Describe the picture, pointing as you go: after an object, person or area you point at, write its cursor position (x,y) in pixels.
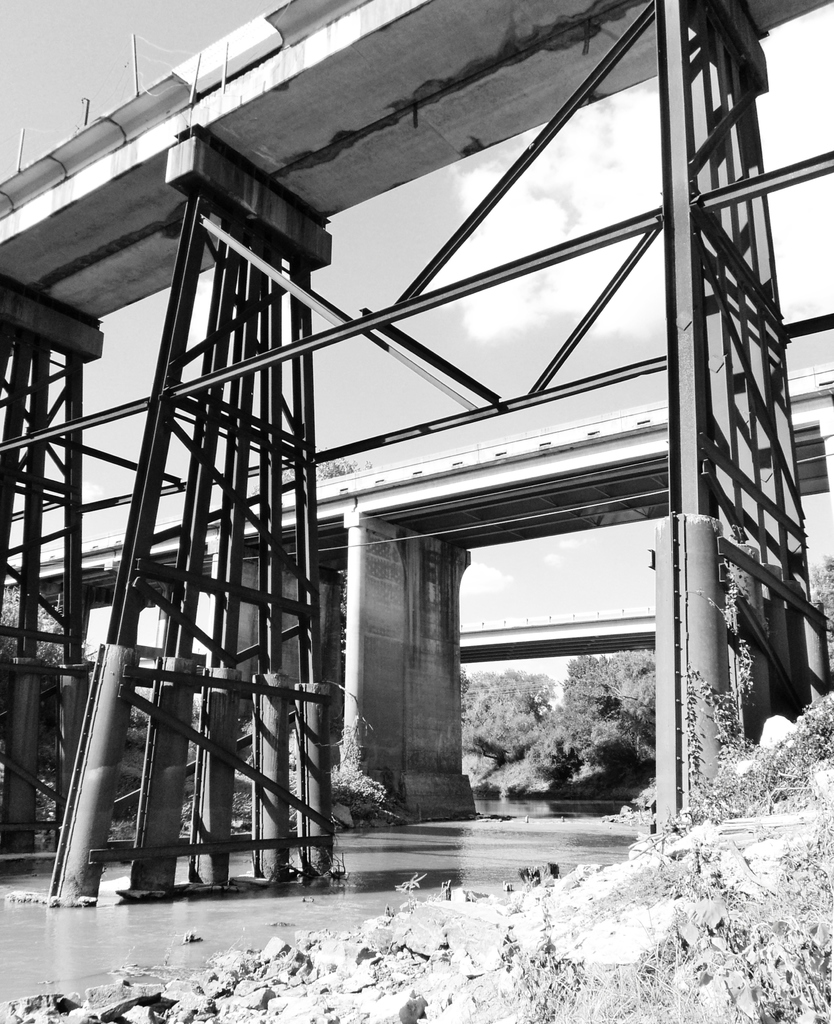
It is a black and white image and in this image we can see three bridges (459,553). We can also the trees (626,736). At the top (569,145) there is a cloudy sky (60,3) and at the bottom (119,931) we can see the water (154,920).
